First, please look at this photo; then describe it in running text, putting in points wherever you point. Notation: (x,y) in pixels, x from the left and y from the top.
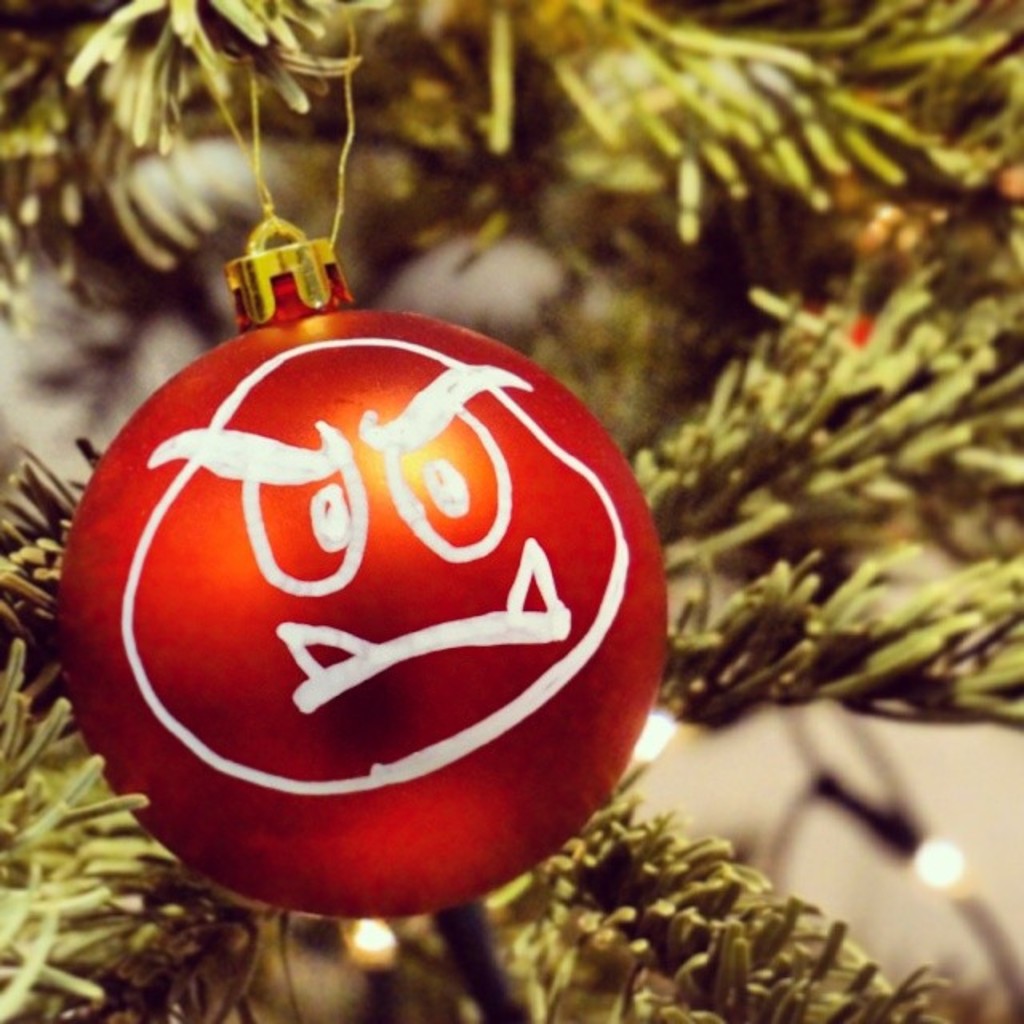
In the image we can see there is a red colour light ball (386,663) and there is a white colour painting (450,630) of a monster face (409,513) on the red colour light ball (471,723). Behind there is a tree (788,536) and background of the image (901,884) is little blurred.
